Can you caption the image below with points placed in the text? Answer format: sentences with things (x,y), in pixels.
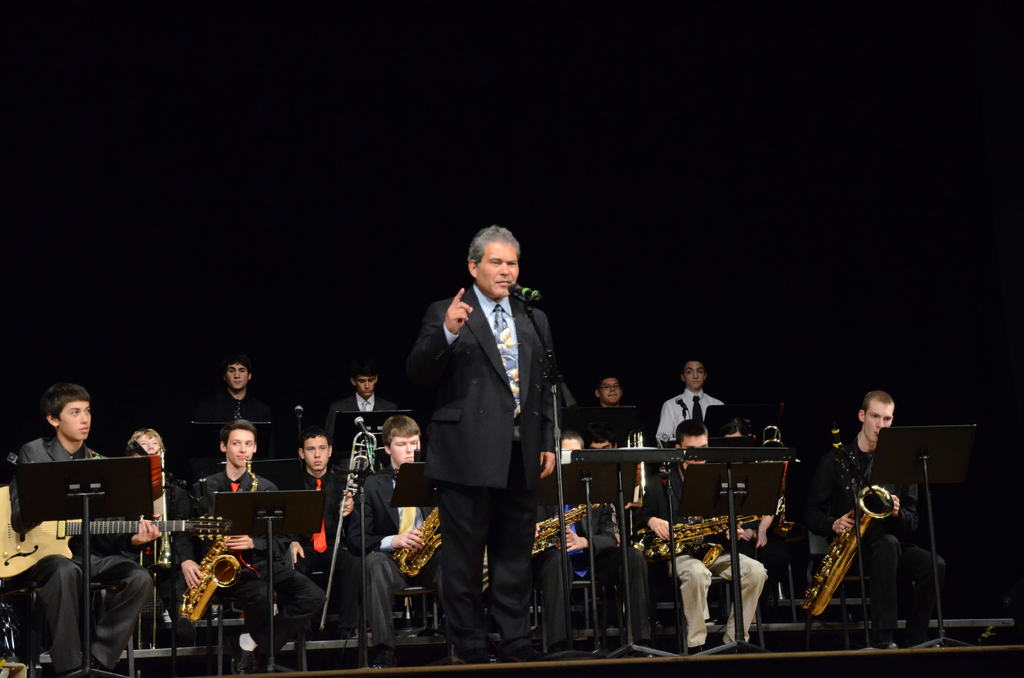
In this image, there are group of people (828,506) sitting on chairs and holding musical instrument (204,577). There is a person (487,390) in the middle of the image (483,334) wearing clothes (489,330) and standing in front of the mic (528,292).
